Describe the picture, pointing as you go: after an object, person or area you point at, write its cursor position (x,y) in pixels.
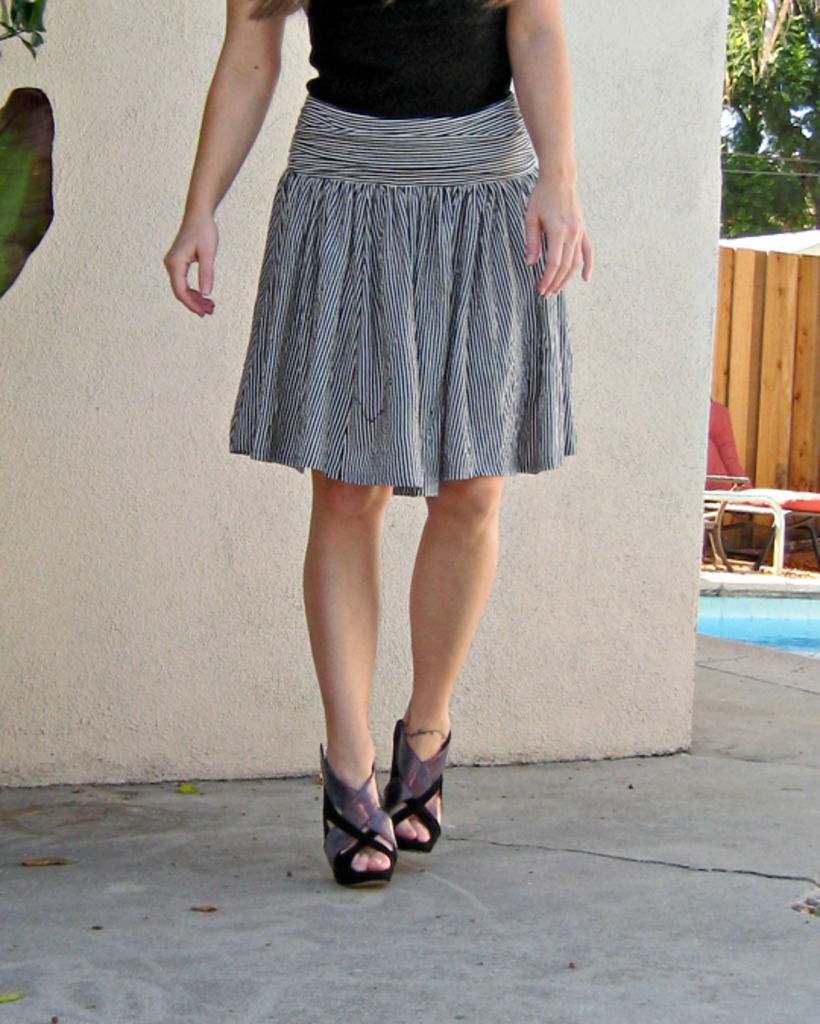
In front of the image there is a person (301,416) standing on the floor (411,906). Behind her there is a wall (575,569). On the left side of the image (27,210) there are leaves (28,198). On the right side of the image (810,622) there is water (731,610). There is a chair (740,497). In the background of the image (770,314) there is a wooden wall (780,334) and there are trees (758,133).
